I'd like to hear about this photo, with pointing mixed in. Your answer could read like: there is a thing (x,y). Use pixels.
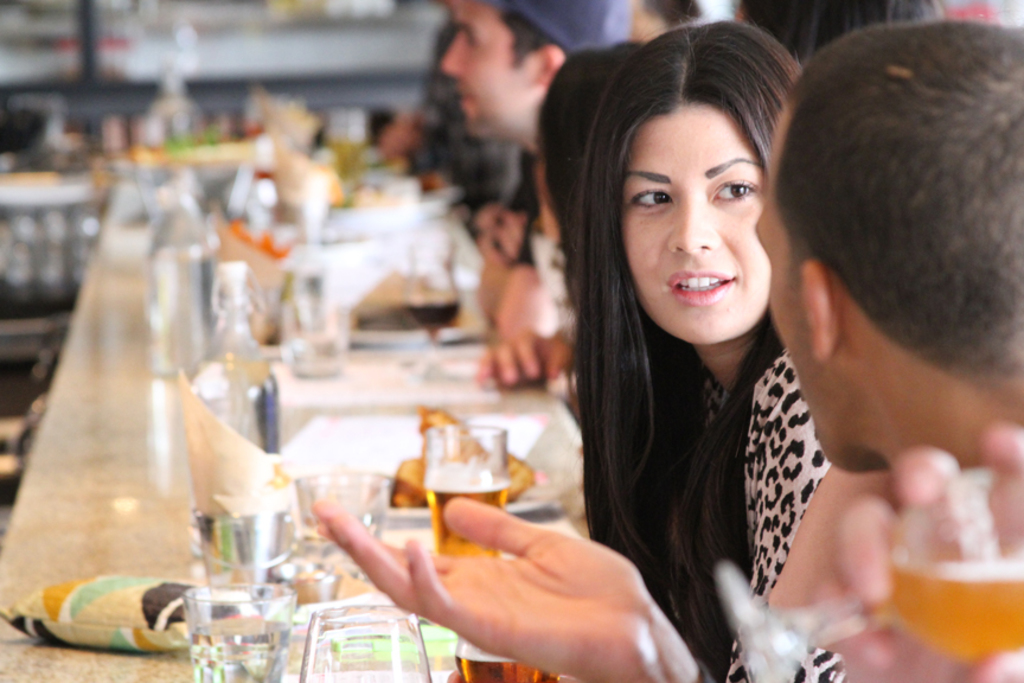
In this picture we can see few persons (666,164) sitting on chairs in front of a table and on the table (388,416) we can see drinking glasses (488,484), plates (536,506) and a food (521,478) in it. And the background (258,34) is very blurry.
